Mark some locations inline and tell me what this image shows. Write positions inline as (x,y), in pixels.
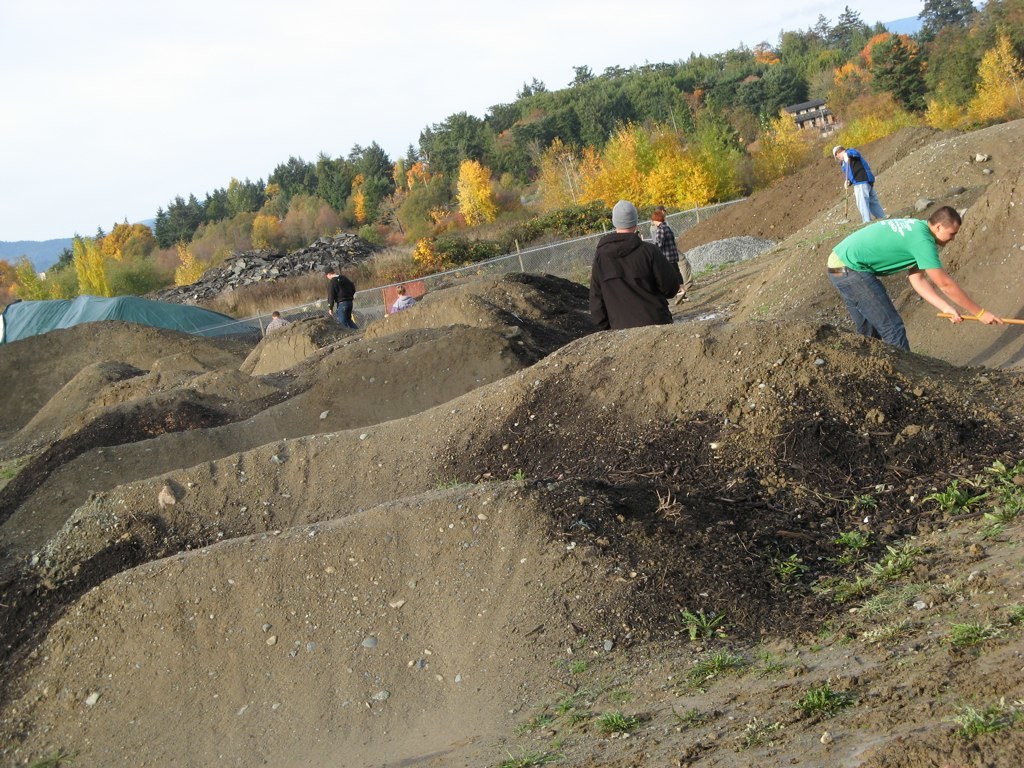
In this picture we can see a group of people (915,241) standing, sand (494,368), trees (803,49), fence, house (800,113) and in the background (498,47) we can see sky (238,127).
